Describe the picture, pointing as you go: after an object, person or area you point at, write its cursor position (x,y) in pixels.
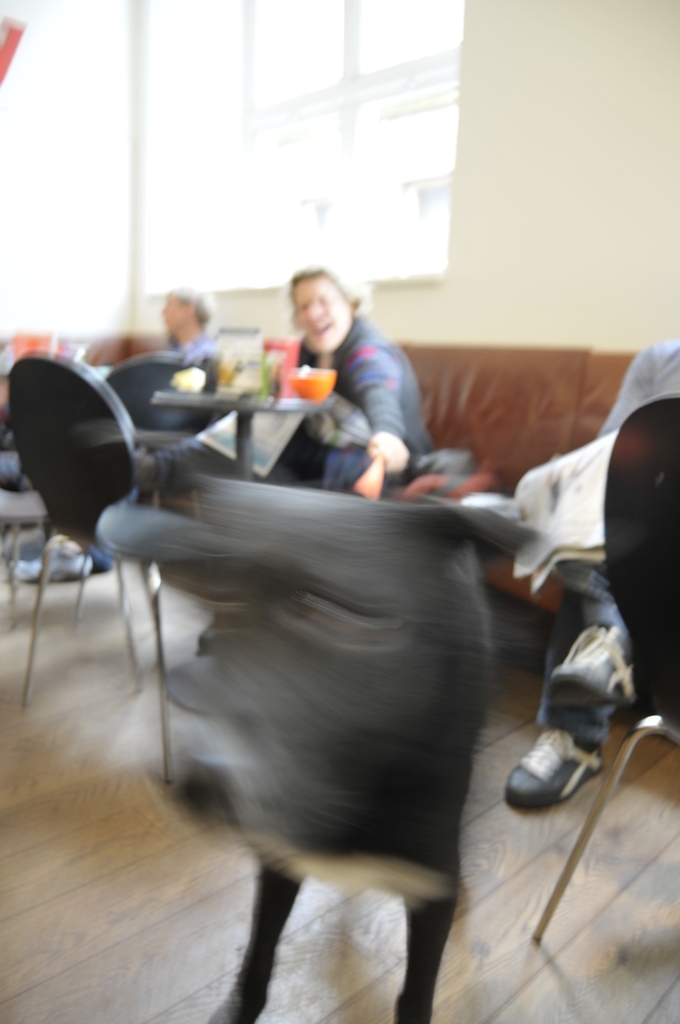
In this picture there is a woman (333,367) sitting on the couch (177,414) in front of a table (212,393). In the background (302,201) there is a window (286,158) and a wall (493,203) here.
